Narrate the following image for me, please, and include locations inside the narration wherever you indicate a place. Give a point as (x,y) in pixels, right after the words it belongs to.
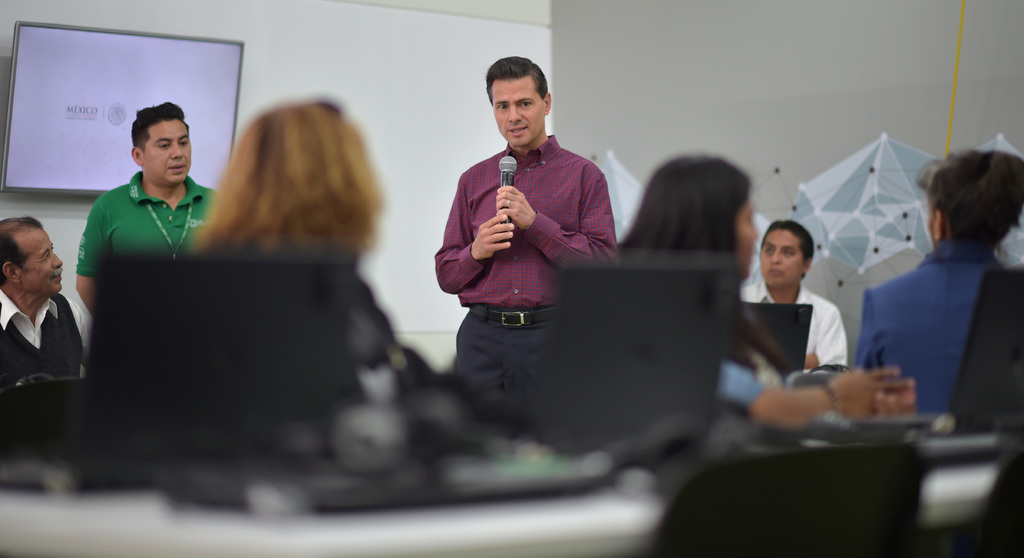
In this image, we can see a man (514,205) is standing. He is wearing a shirt (541,277), pant (490,344) and holding a mic (507,178) in his hand (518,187). In front of him, we can see people (758,293) are sitting and one man (192,178) is standing. At the bottom of the image (258,375), we can see laptops (194,369) on the white color surface (84,512). In the background (459,135), we can see the walls (348,48) and one monitor screen (68,80).
